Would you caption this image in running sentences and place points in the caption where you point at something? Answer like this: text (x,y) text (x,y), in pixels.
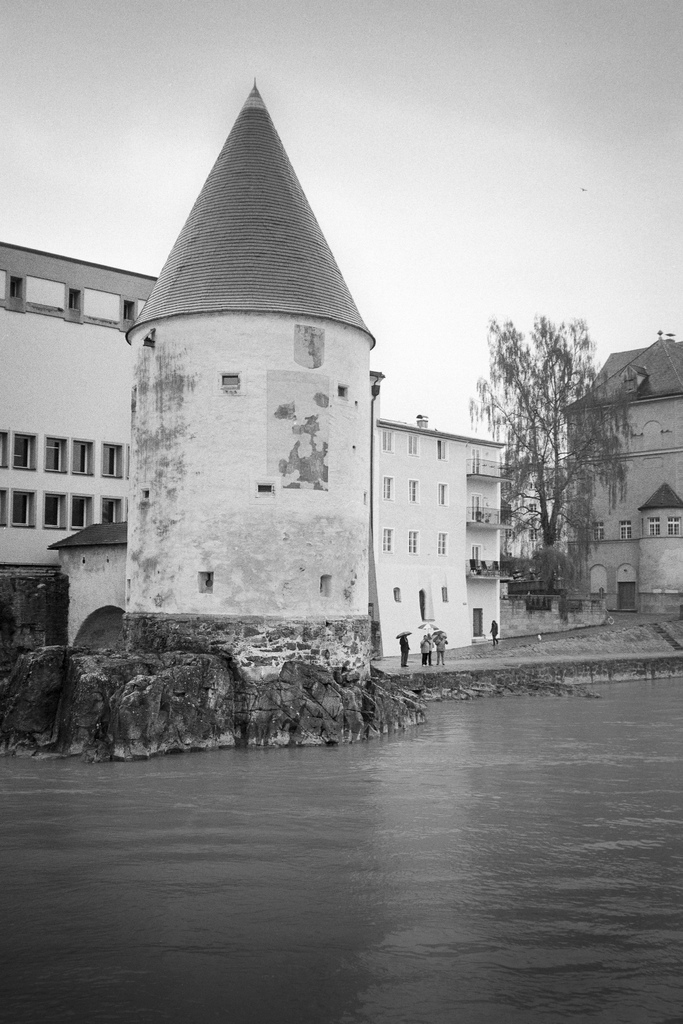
In this image, we can see few buildings (263,580), walls (274,405), windows (3,444), tree (543,487). Here we can see few people (423,645), umbrellas (408,632). At the bottom (433,926), we can see a water (349,863). Background (461,198) there is a sky (478,195).
